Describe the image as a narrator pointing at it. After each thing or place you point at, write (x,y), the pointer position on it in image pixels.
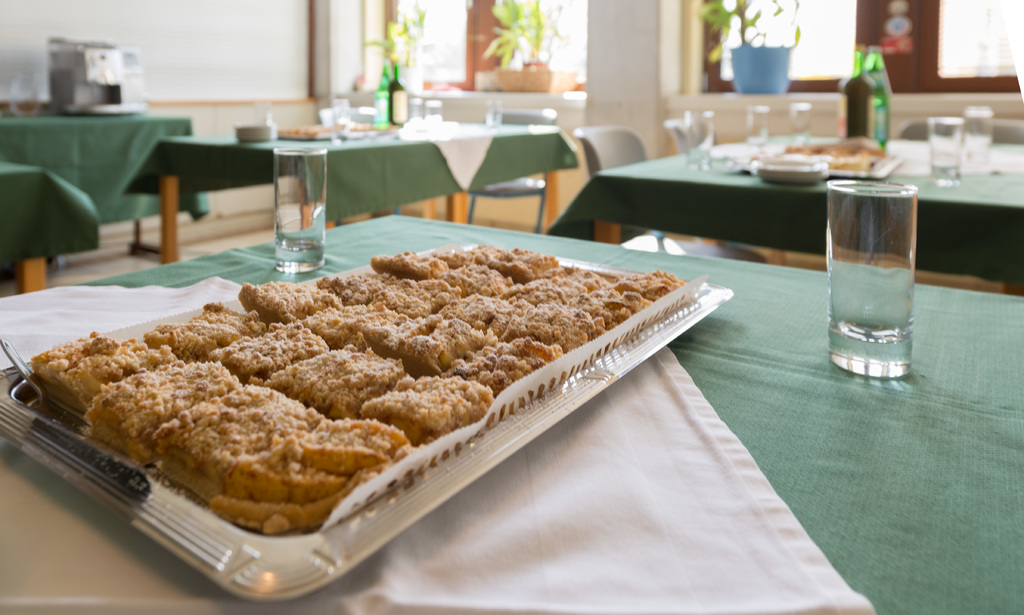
In the image we can see some tables (983,455) and chairs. On the tables (1002,435) we can see some glasses (984,157), bottles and tray (333,286). In the tray (620,317) we can see some food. Behind the table (1009,178) we can see wall (355,21), on the wall (469,113) we can see some plants (413,5) and windows (447,78).
